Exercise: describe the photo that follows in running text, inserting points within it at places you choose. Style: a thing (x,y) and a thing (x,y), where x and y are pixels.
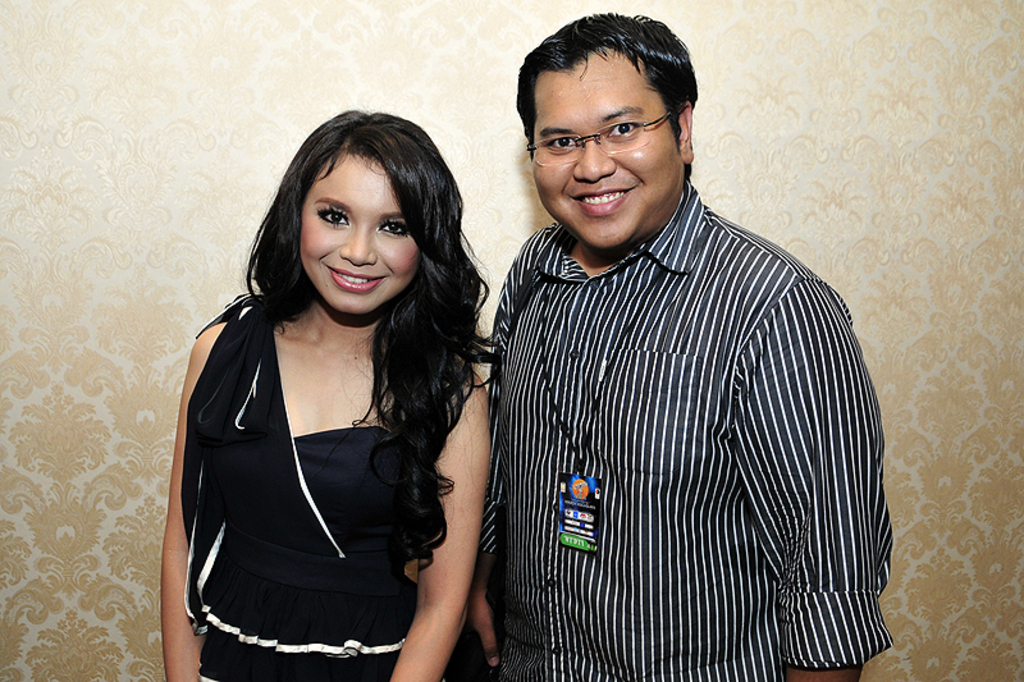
In this image there is a woman (322,373) standing towards the bottom of the image (363,500), there is a man (654,349) standing towards the bottom of the image (629,484), he is wearing spectacles (615,145), he is wearing an identity card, he is holding an object (472,667), at the background of the image (959,570) there is a wall (247,185).
